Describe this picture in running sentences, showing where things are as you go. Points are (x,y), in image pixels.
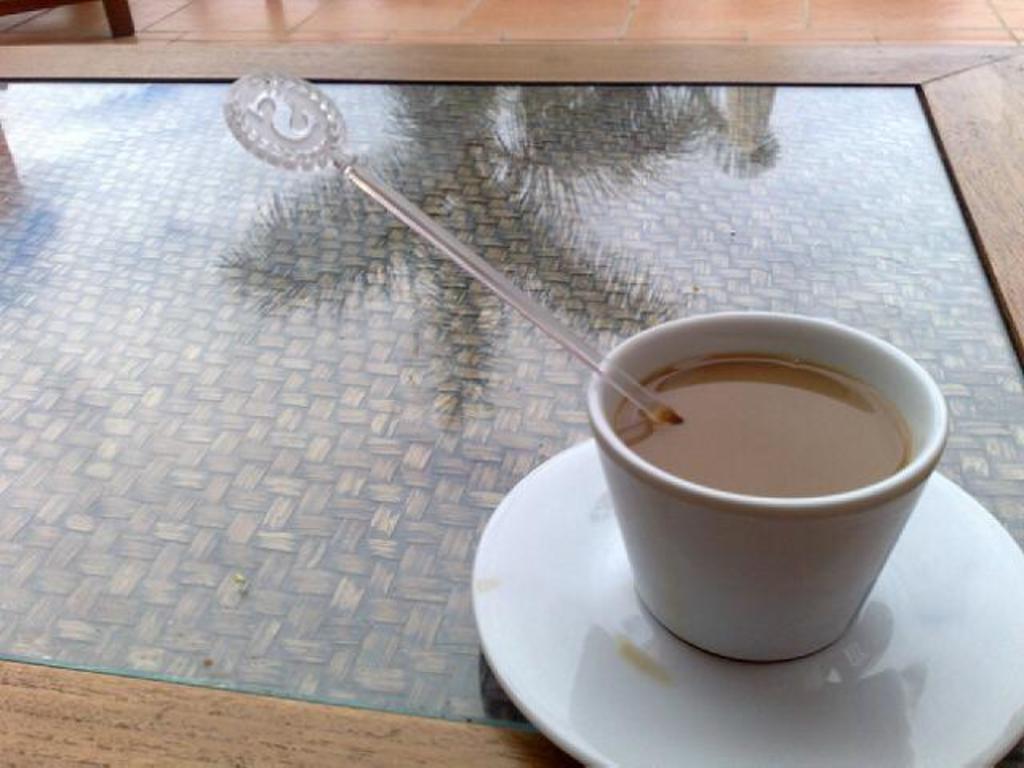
In this picture we can see a table (675,218) and on table (329,399) we have cup (687,379) with tea (735,452) in it, saucer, stick (254,100) and in background (226,33) we can see floor (197,29), table leg (113,10).
